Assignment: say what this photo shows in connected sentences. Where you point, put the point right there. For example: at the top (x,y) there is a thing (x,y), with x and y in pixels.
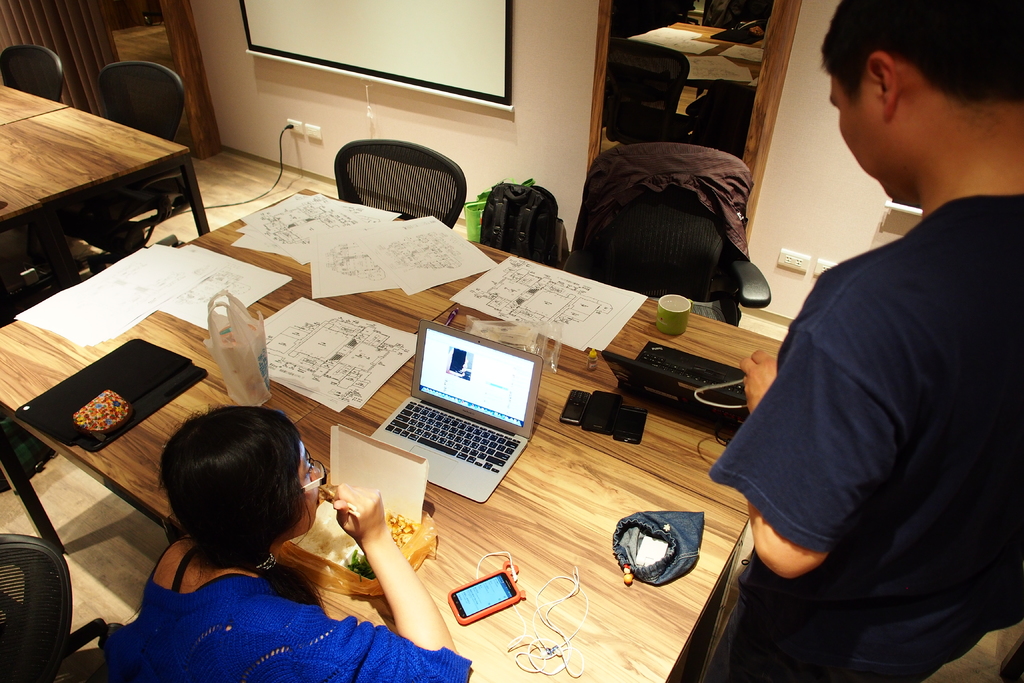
This person (279,591) sitting on the chair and having food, this person (976,64) standing. We can see table (329,218) and chairs (30,91) on the floor (181,228), on the table (455,291) there are papers (346,349), laptops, mobiles (605,415), box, food (338,540), file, cover (417,537), cup (675,298). On the background (536,104) we can see wall (547,133), mirror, board (377,63), switch board (786,259), curtain (54,19).
